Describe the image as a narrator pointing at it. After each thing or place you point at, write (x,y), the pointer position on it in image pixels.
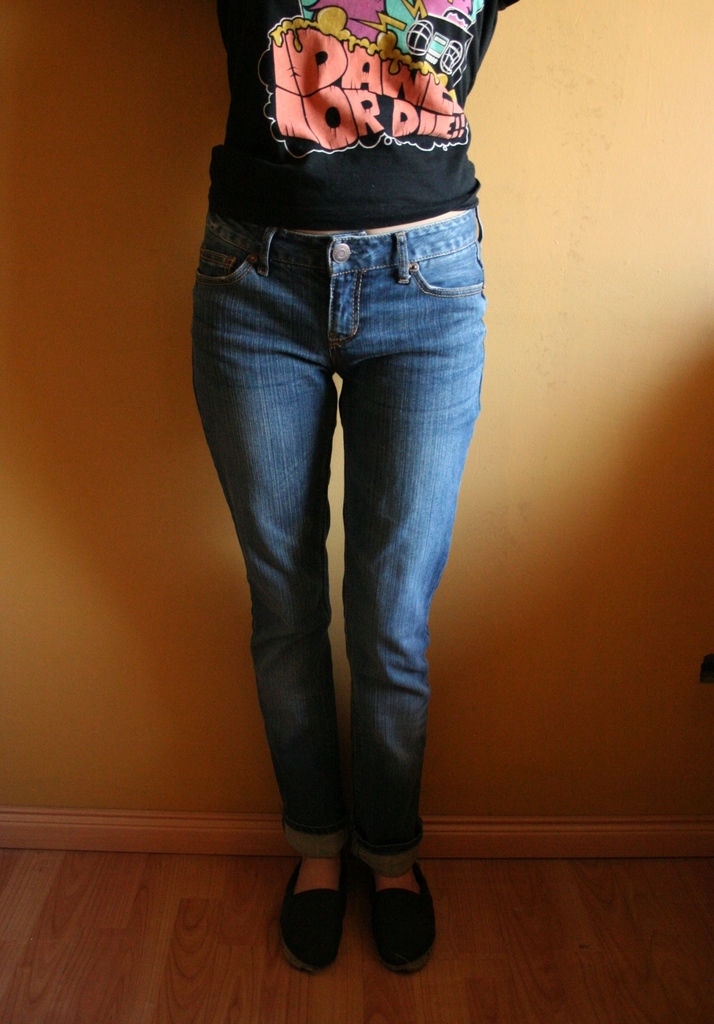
In this picture I can see a human (386,664) and I can see a wall (134,444) in the background (652,392).
